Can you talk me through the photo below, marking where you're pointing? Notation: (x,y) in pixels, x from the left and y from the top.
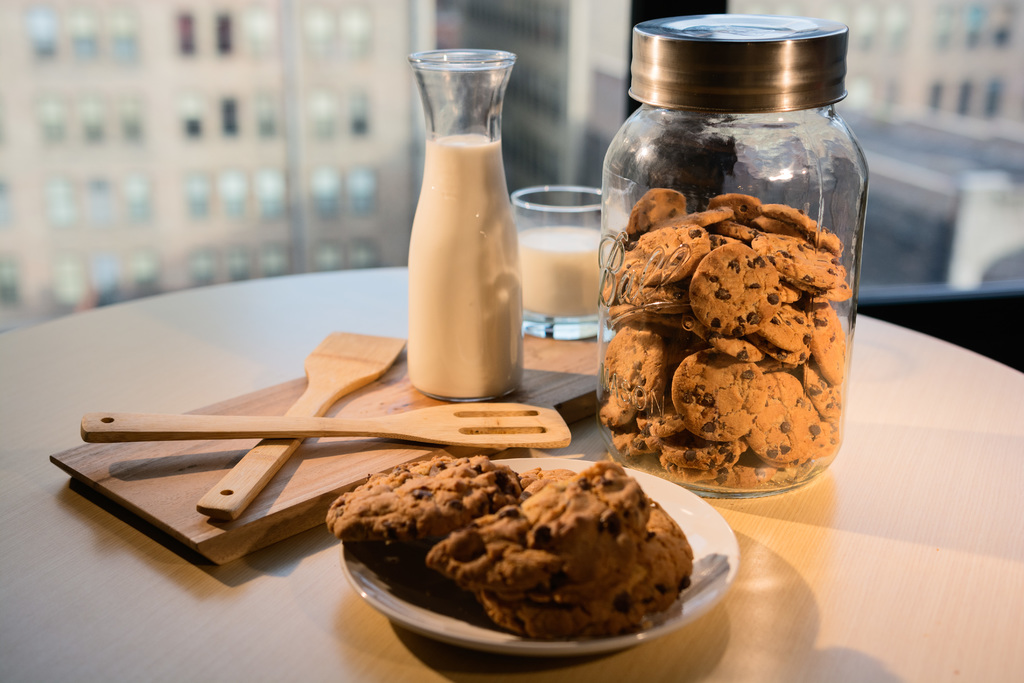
In the foreground of the picture (190,372) there is a table (196,385), on the table (352,639) there are cookies (570,524), milk (500,262) in a glass (555,235) and jar (459,286), spatulas (327,362), wooden platter (579,375), jar (656,292) and plate (442,621). In the background (202,106) there are buildings (914,130) and it is blurred.
